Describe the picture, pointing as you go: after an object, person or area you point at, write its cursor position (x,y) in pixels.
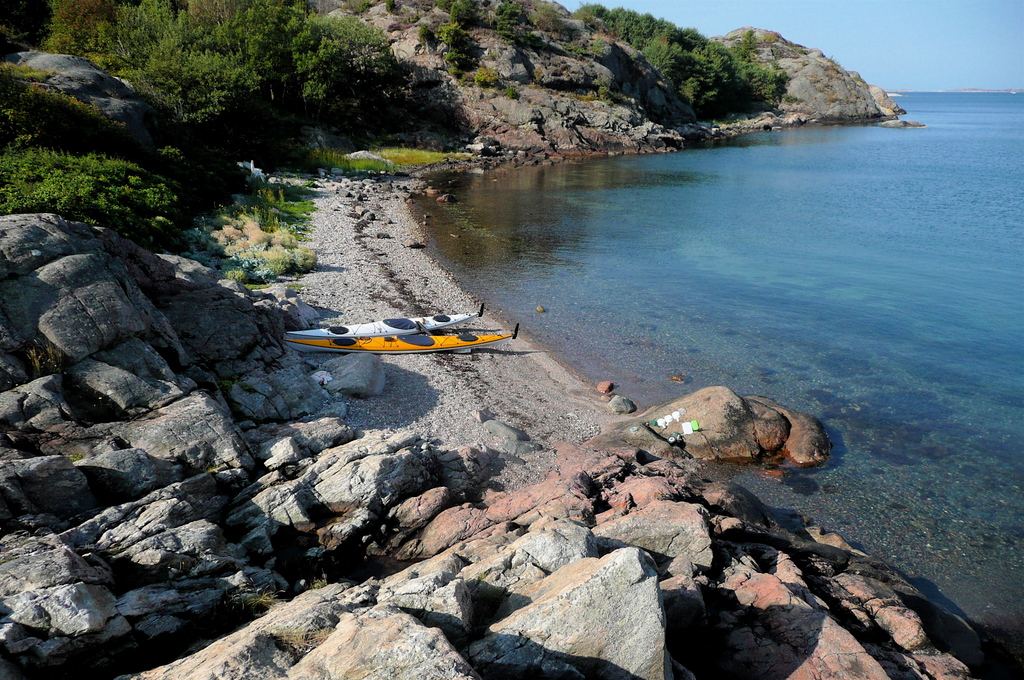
In this image we can see two boats (416,345) on the surface (429,358). We can also see the rocks (303,511), trees (298,68) and also the rock hill (551,106). On the right (748,280) we can see the sea (955,378). Sky (907,35) is also visible.
